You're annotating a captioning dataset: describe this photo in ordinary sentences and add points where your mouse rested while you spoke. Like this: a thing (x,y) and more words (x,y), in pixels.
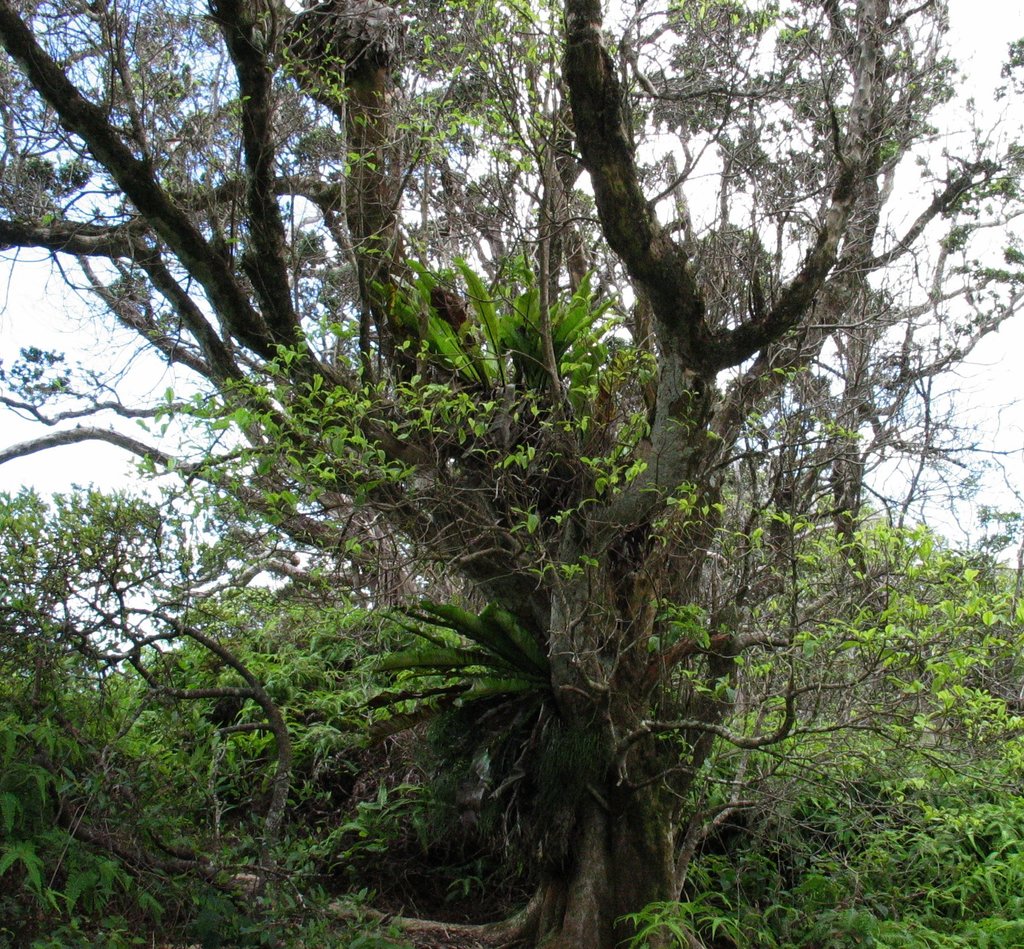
In the center of the image (491,590) there are trees (585,445).
